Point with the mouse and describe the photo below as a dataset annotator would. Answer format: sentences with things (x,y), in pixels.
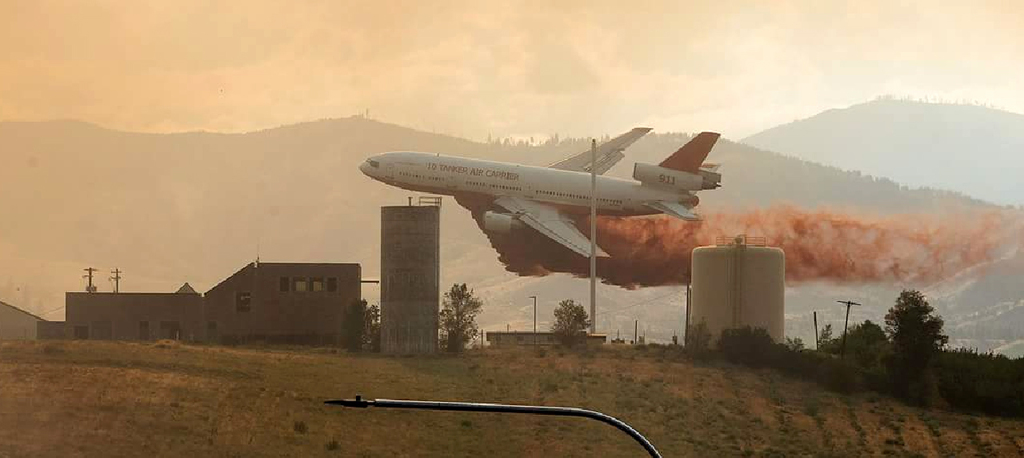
In this image in front there is some object (593,416). In the center of the image (656,197) there is an airplane (561,206) in the air (655,280). There are buildings (323,301). There are tanks (436,305). There are street lights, poles (636,326). There are trees (452,318). In the background of the image (272,156) there are mountains (413,135) and sky (586,48).
